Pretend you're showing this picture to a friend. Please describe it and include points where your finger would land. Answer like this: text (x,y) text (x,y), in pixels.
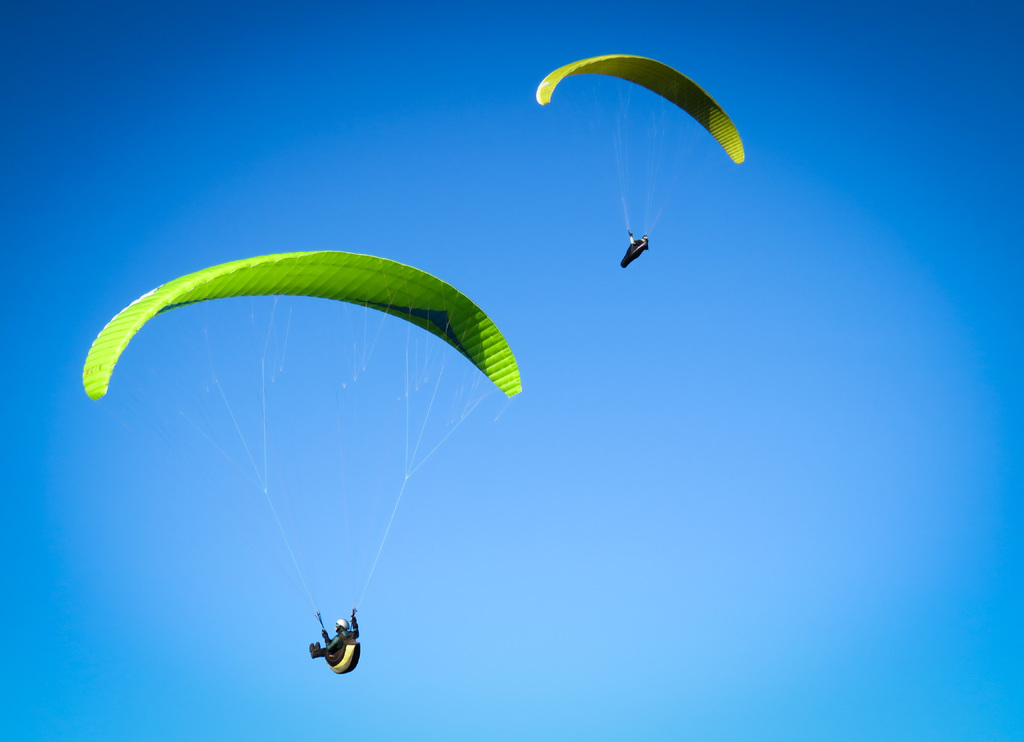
This image consists of two parachutes (236,282) in the air (620,399) and the blue sky (410,467).
